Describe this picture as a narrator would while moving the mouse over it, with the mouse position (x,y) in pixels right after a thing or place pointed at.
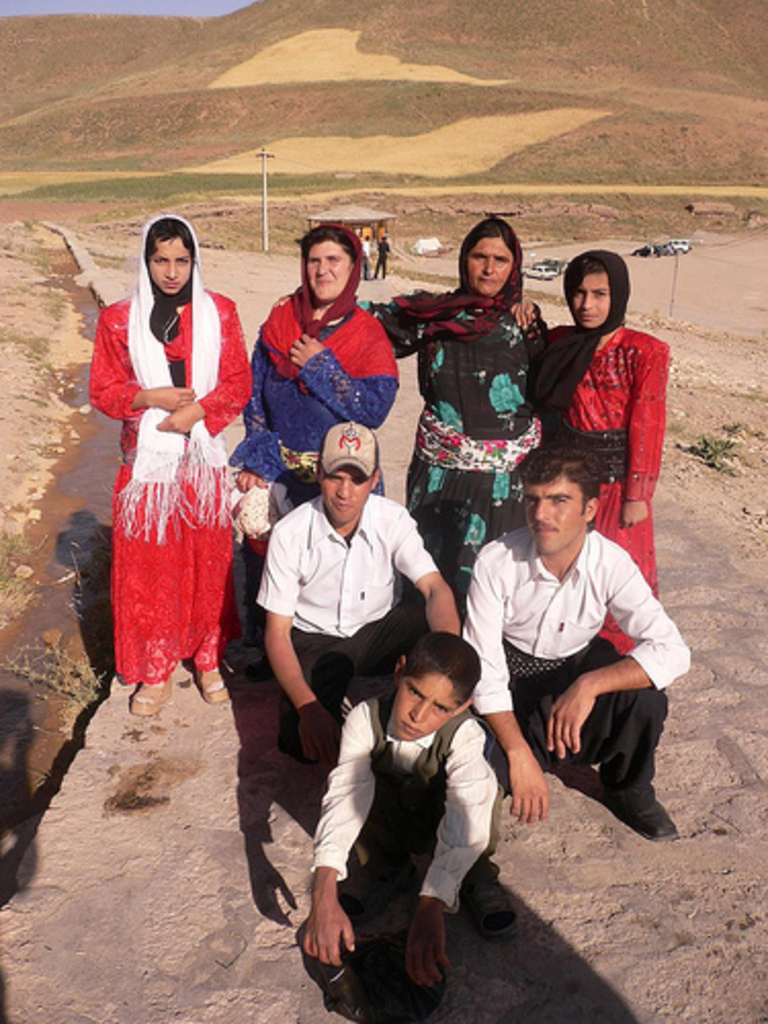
Here we can see few people (211,441). In the background (241,135) we can see a pole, vehicles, mountain (37,86), and sky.
